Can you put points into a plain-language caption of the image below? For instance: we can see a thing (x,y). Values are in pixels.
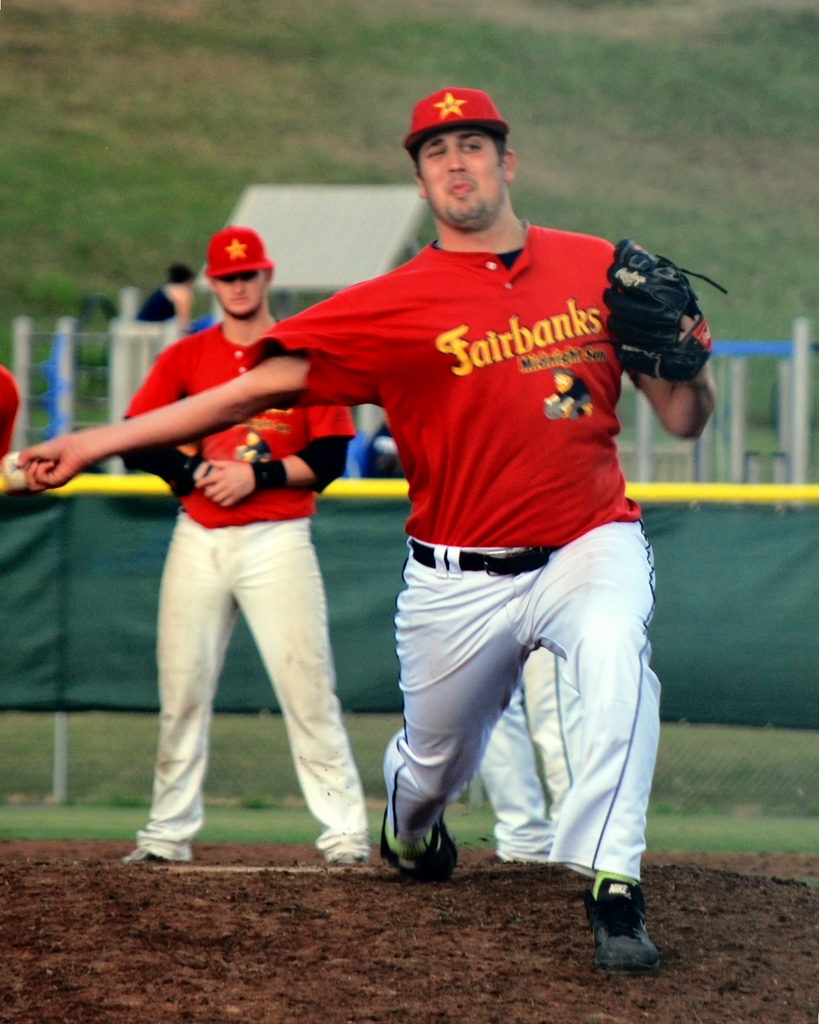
In this picture we can see a person (543,323) wearing a glove (624,341) and holding a ball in his hand (58,454). He is trying to throw this ball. We can see a green cloth (6,526), rods (784,401), person (170,654) and some grass (211,206) in the background (754,168). Background (802,189) is blurry.
